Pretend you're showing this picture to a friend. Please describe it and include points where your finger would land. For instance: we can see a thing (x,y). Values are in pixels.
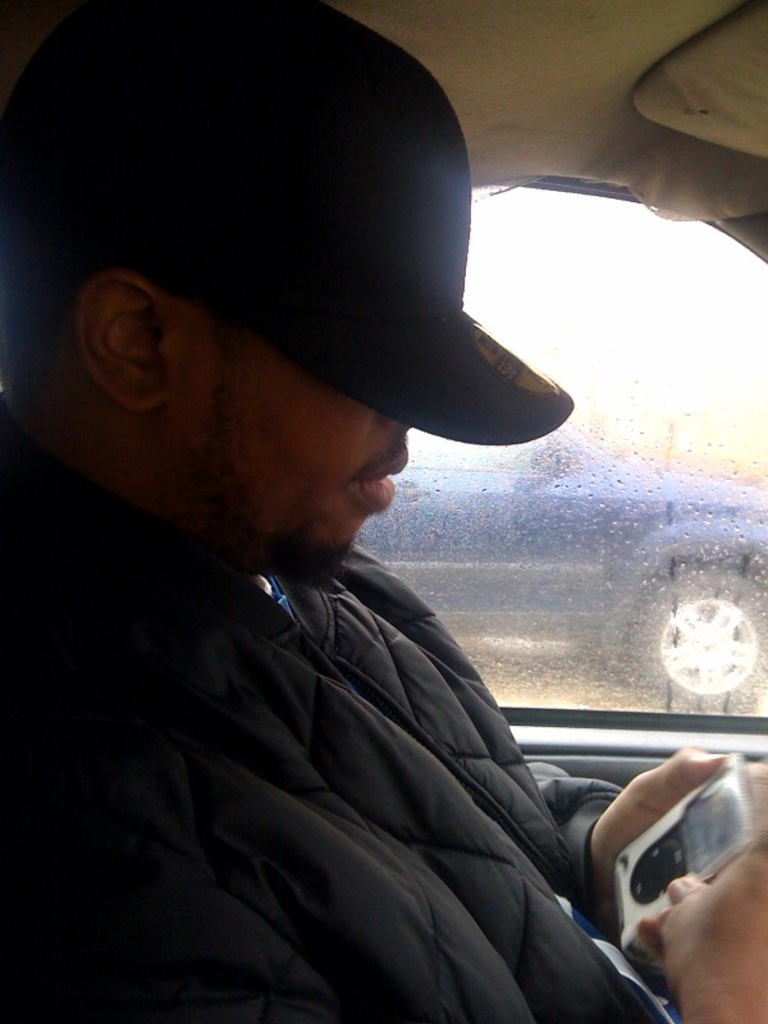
In this image there is a person (360,779) sitting inside the car (652,726) and holding an object (695,861), beside him there is a window (517,581) through which we can see there is another car (594,526).
